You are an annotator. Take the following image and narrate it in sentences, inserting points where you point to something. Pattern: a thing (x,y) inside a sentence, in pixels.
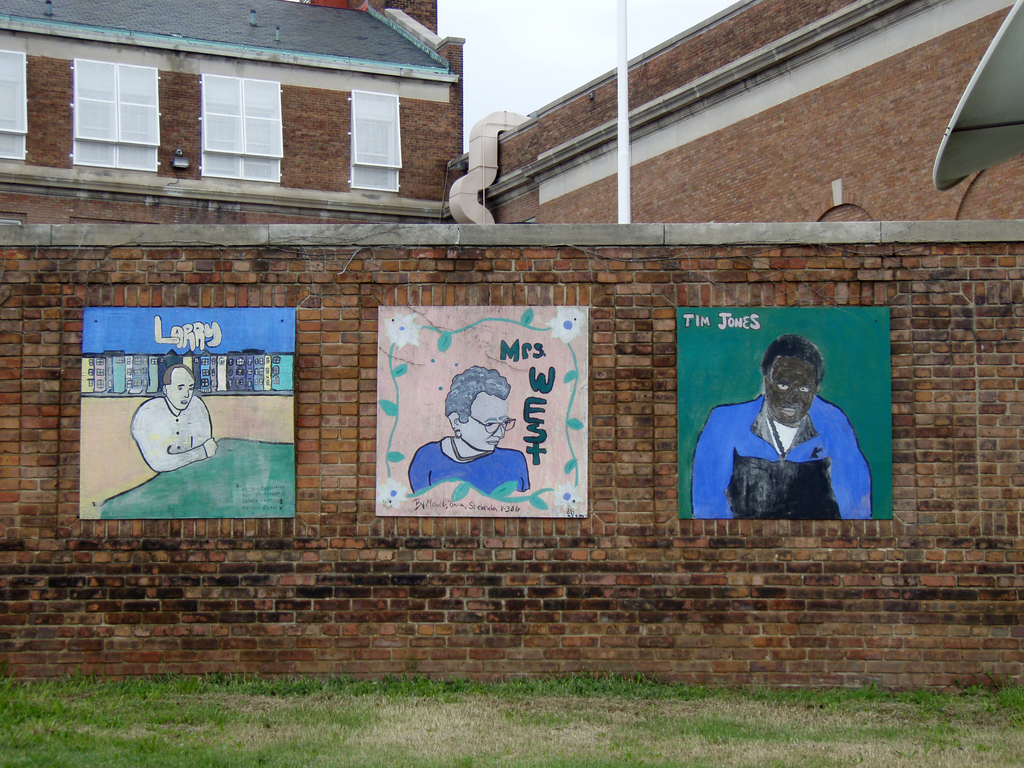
In this image we can see group of pictures (184,376) on the wall (462,532). In the background (528,156), we can see building (520,142) with windows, pipes (619,142), roof (342,46) and the sky (529,42).
